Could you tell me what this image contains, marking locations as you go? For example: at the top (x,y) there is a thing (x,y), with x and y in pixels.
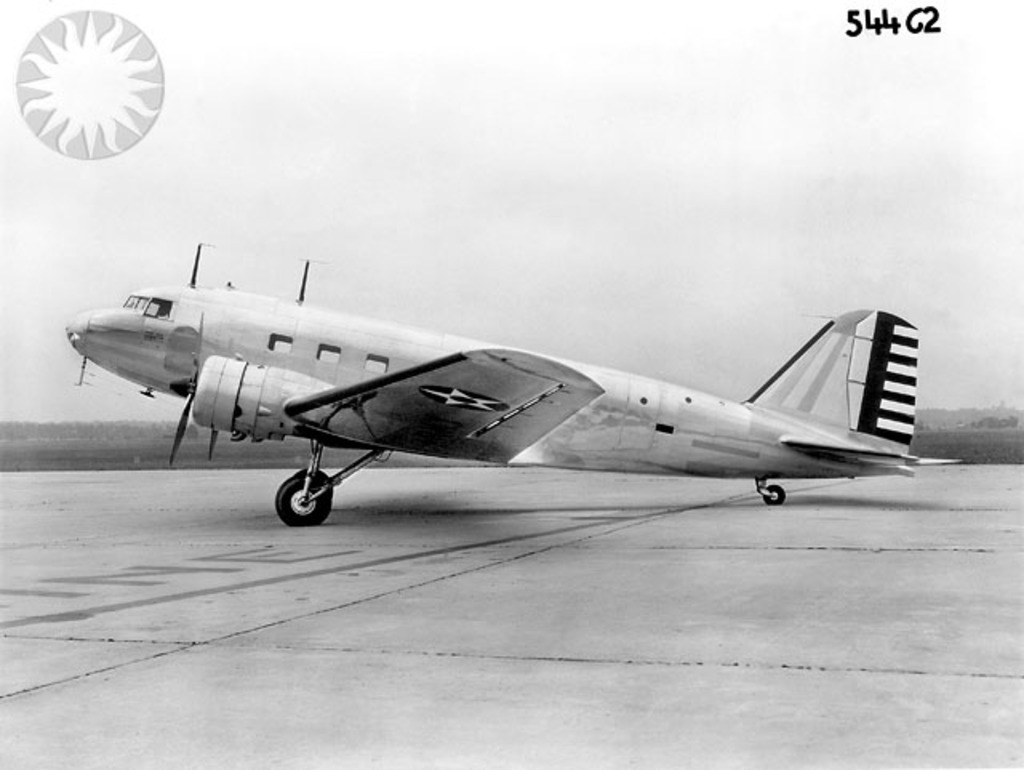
There is a black and white image. In this image, there is an airplane (396,429) on the runway (280,613). There is a logo (73,148) in the top left of the image (79,115). In the background of the image (437,123), there is a sky (585,110).
